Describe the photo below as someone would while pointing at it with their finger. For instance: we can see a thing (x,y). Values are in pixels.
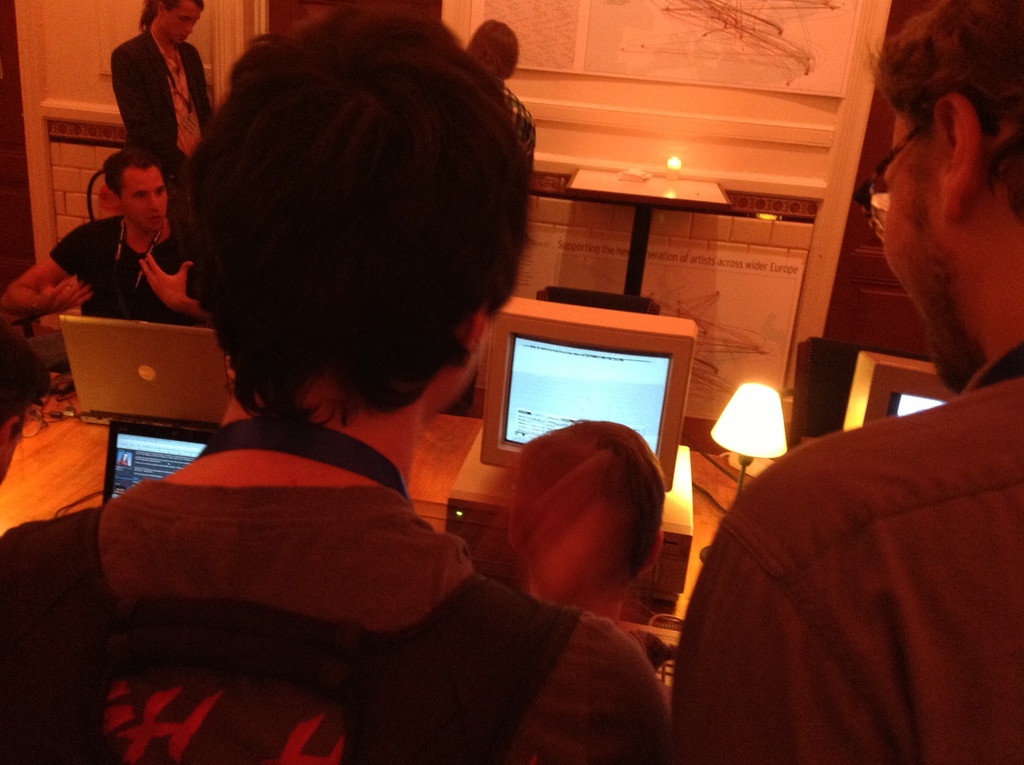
Here in this picture we can see some people (144,188) sitting on chairs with table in front of them having systems (520,400) and laptops (189,411) in front of them and we can also see lamps (724,435) and cable wires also present on the table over there and we can see some people (325,146) standing over there and watching them over there.
